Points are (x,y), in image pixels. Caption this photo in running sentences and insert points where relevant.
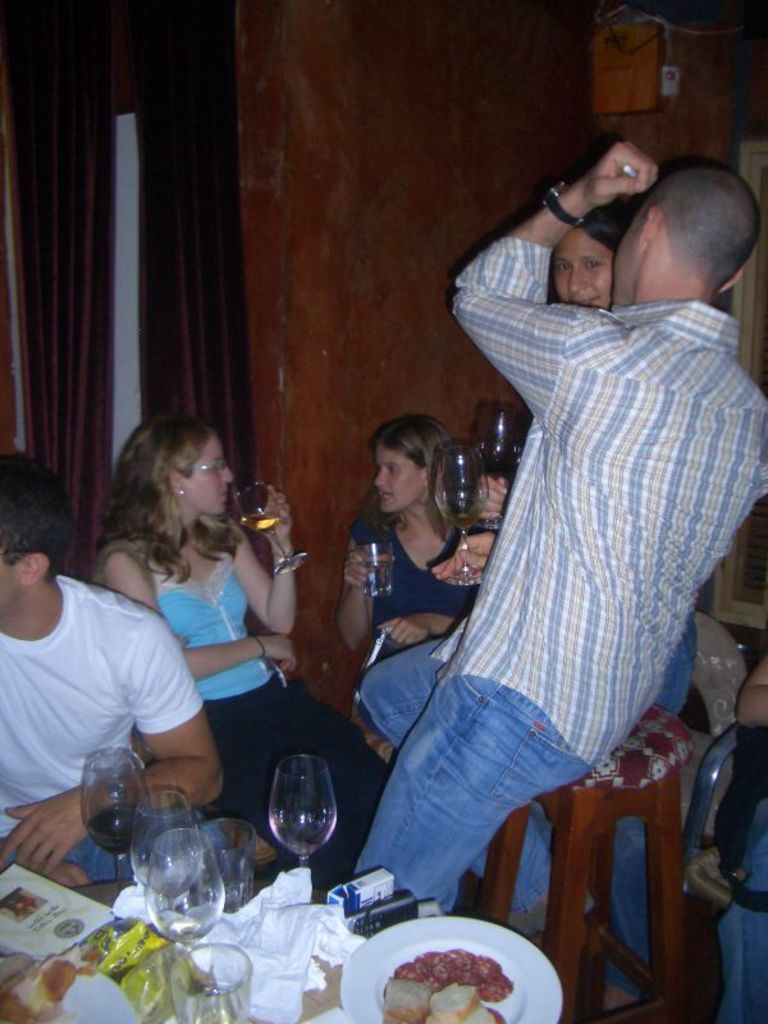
In the image we can see that, there are many people (253,586) around some of them are sitting and they have wine glasses (465,480) in their hands (487,493). This is a stool (602,761). There is a plate (360,950) and food (433,982) in the plate (347,993).
